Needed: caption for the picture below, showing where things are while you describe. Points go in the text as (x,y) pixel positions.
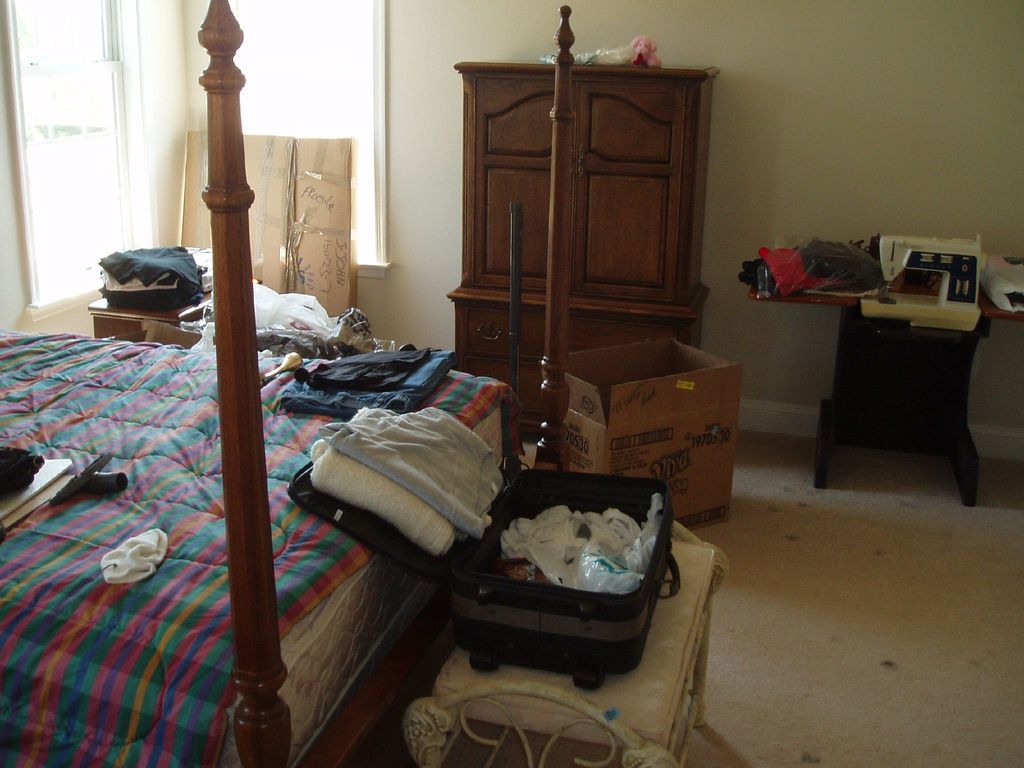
On the left side of the image (219,595) we can see a bed (22,365). On the bed (85,361) we can see the clothes (367,440) and some other objects (7,462). In the background of the image (509,339) we can see the tables (712,548), box (646,352), cupboards (533,209), board (276,149), sewing machine (953,267). On the table (685,595) we can see a suitcase (553,612) which contains clothes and also we can see the clothes (780,271) and some other objects (1007,300). In the background of the image (832,53) we can see the wall (148,46), windows (284,130) and floor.
